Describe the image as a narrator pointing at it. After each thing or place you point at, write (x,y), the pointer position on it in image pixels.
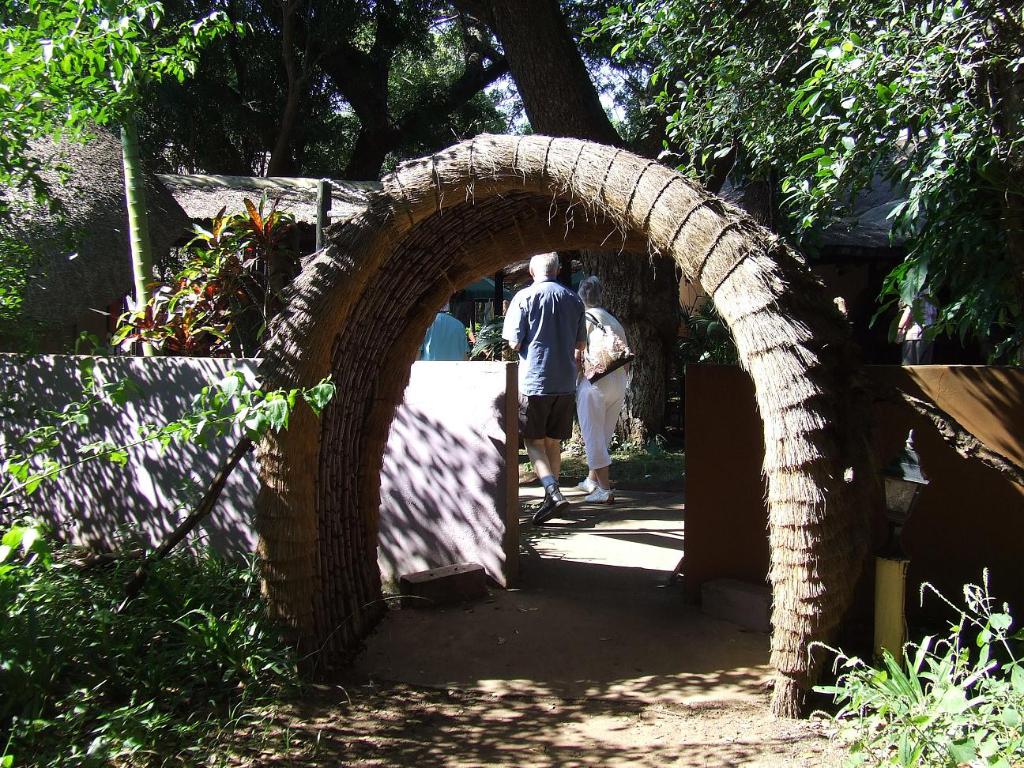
This image is taken outdoors. At the bottom of the image (383,716) there is a ground (436,738) with plants (116,667) and grass (244,590). In the middle of the image (560,337) there is an arch (755,266) and a man (579,352) and a woman (590,451) are walking on the ground (563,514). In the background (92,437) there is a wall (127,438), a hut (331,217) and a few trees (228,166) and plants (5,135).
